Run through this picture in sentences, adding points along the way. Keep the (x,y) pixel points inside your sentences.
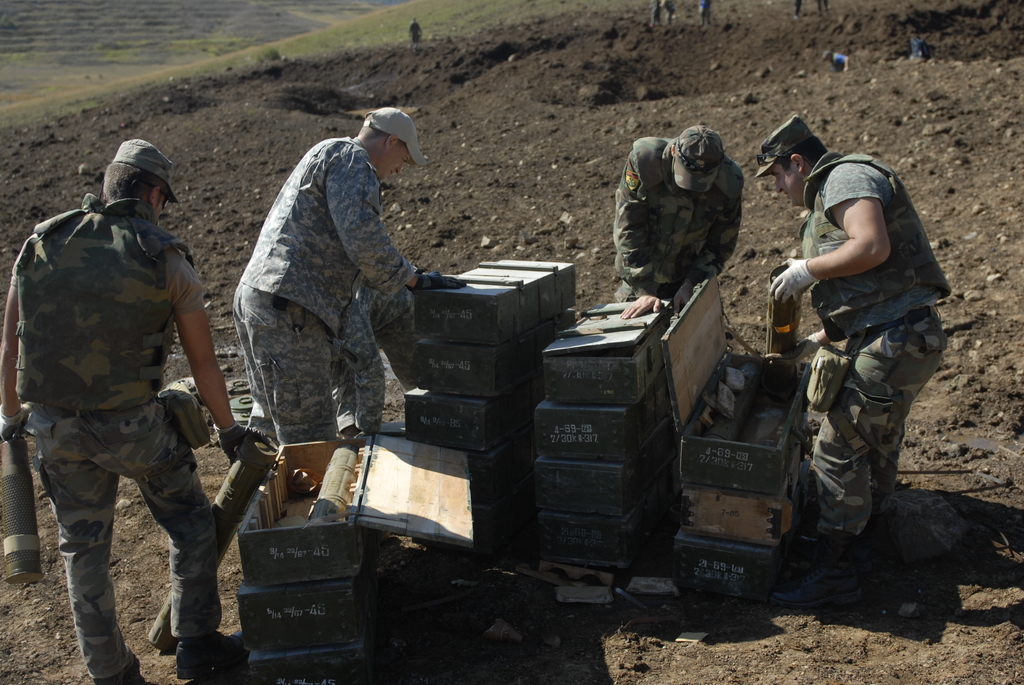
In the center of the image (681,244) we can see a few people (867,285) are standing and they are holding some objects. And we can see they are wearing caps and they are in different costumes (813,211). Between them, we can see boxes (605,419) and a few other objects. In the background (178,53) we can see the grass (360,27), few people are standing and a few other objects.
